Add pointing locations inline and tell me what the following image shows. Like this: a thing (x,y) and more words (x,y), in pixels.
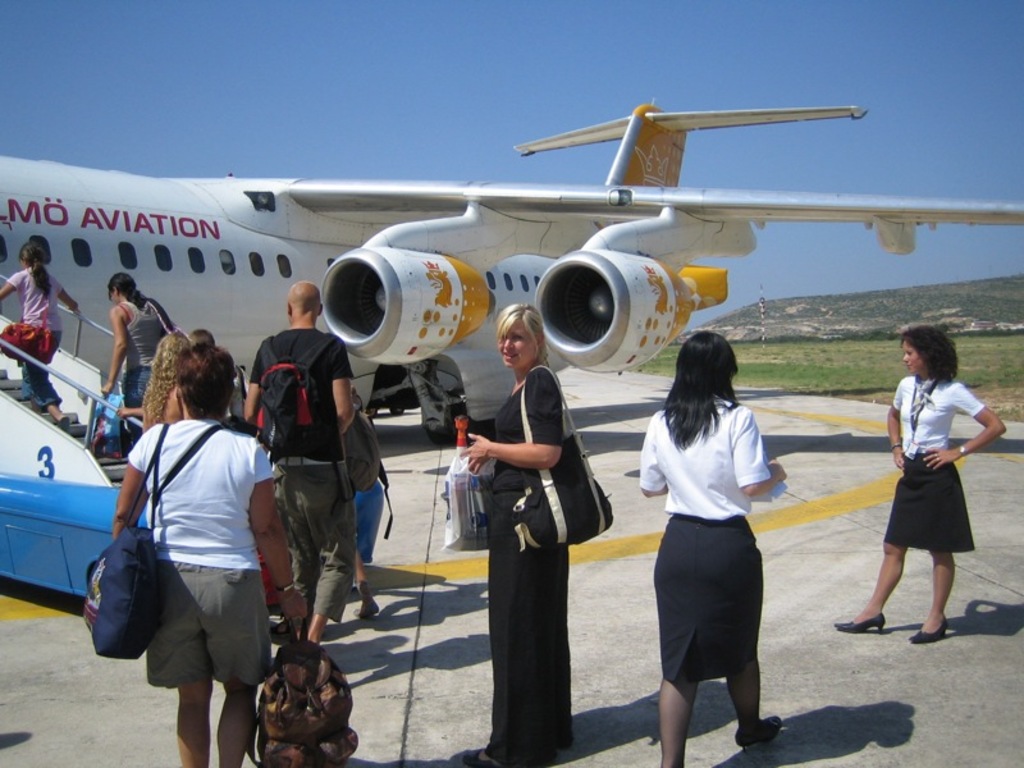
In front of the picture, we see three women (726,523) are standing. We see the passengers (146,425) boarding the exterior steps (0,345). In front of them, we see an airplane (304,257) in white color and it is on the runway (600,561). On the right side (808,306), we see a pole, grass (838,345), trees (887,336) and the hills (807,317). At the top (410,147), we see the sky (444,109), which is blue in color.
